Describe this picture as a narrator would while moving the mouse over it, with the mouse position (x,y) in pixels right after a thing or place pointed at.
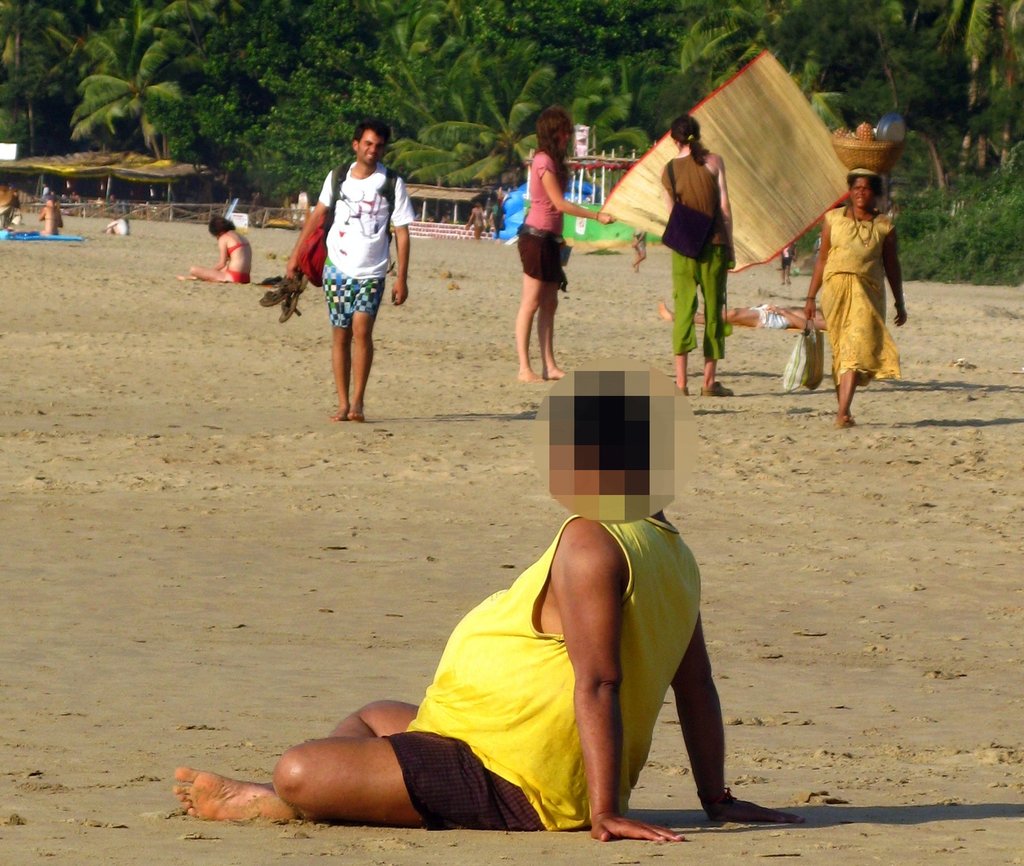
In this picture we can see some people (355,319) on sand (469,359), footwear (281,298), bags (812,331), mat (749,245), basket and in the background (285,219) we can see trees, shelters (35,195), fence (282,219) and some objects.
